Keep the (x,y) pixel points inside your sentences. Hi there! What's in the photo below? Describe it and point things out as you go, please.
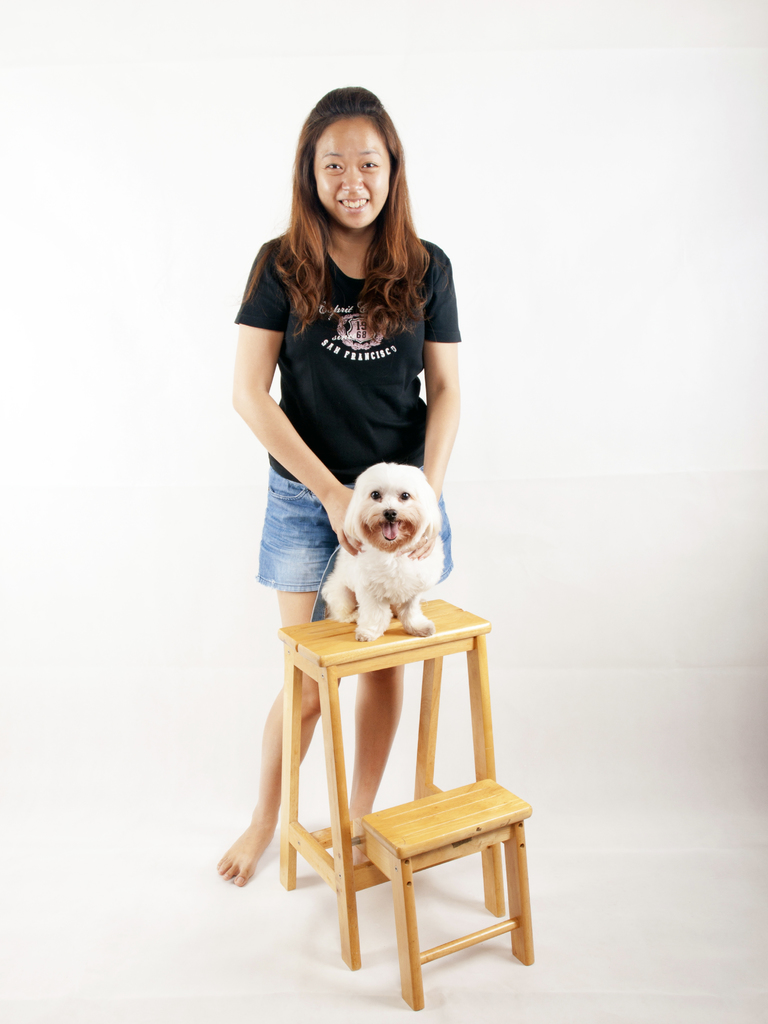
In this picture we can see women (270,570), wearing a black t-shirt (436,256). She is standing near to a stool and holding a puppy (416,471) with her hands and she is smiling. On the stool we can see a puppy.
